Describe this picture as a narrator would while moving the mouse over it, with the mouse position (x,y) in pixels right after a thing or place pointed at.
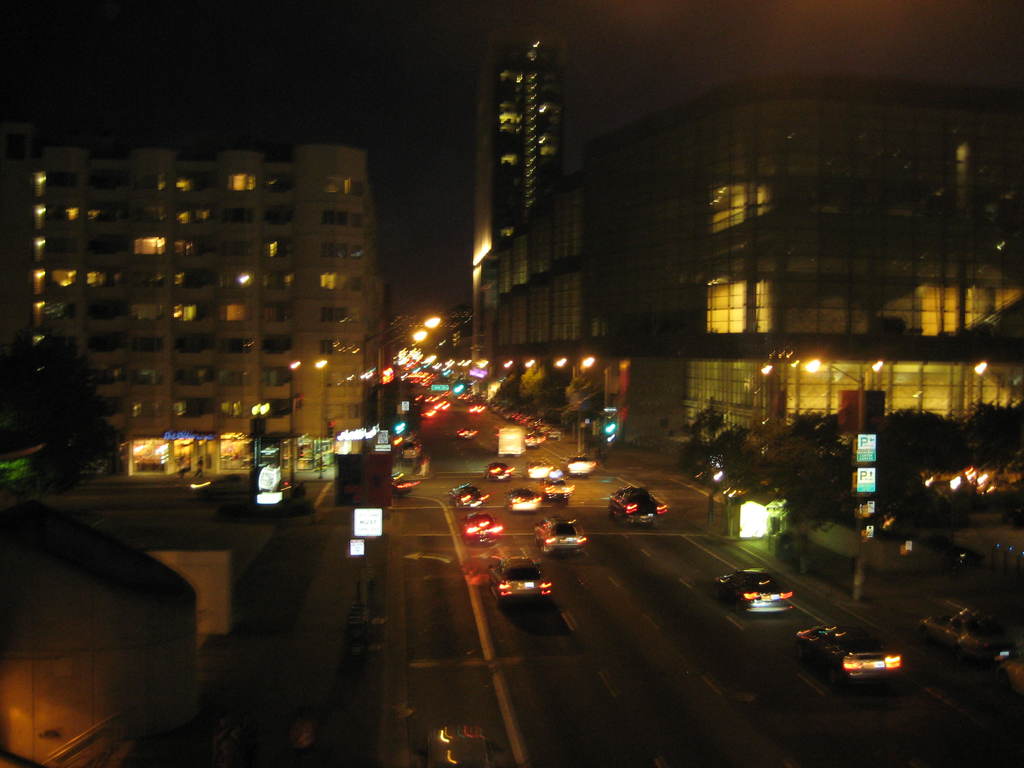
This image is clicked on the roads (706,703). There are many vehicles (735,597) on the road (725,606). On the left (58,162) and right, there are buildings (669,330). At the bottom (615,654), we can the road (695,691). Beside that there are many trees (920,495). At the top (370,75), there is a sky (388,103).
